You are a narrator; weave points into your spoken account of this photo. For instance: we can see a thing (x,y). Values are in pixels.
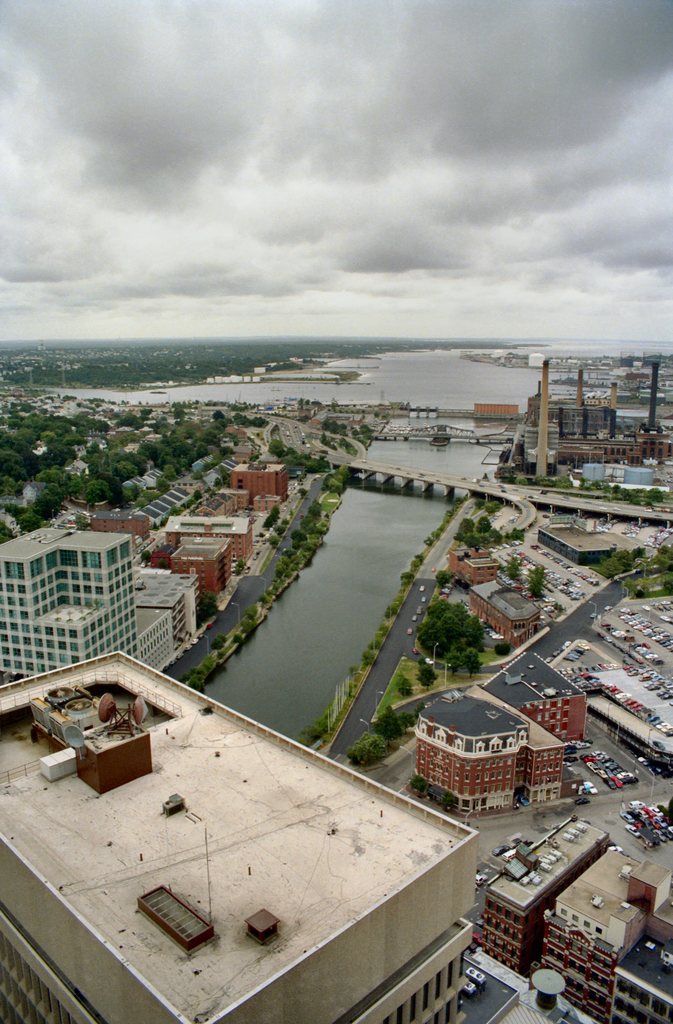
This is the picture of city (297,445). In this image there are buildings (379,808) and trees (646,560) and there are vehicles (582,801) on the road (558,814). At the top (253,125) there are clouds (190,125). At the bottom (307,702) there is water (243,677) and there are roads (552,649). In the foreground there are television dishes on the top of the building (185,839).
